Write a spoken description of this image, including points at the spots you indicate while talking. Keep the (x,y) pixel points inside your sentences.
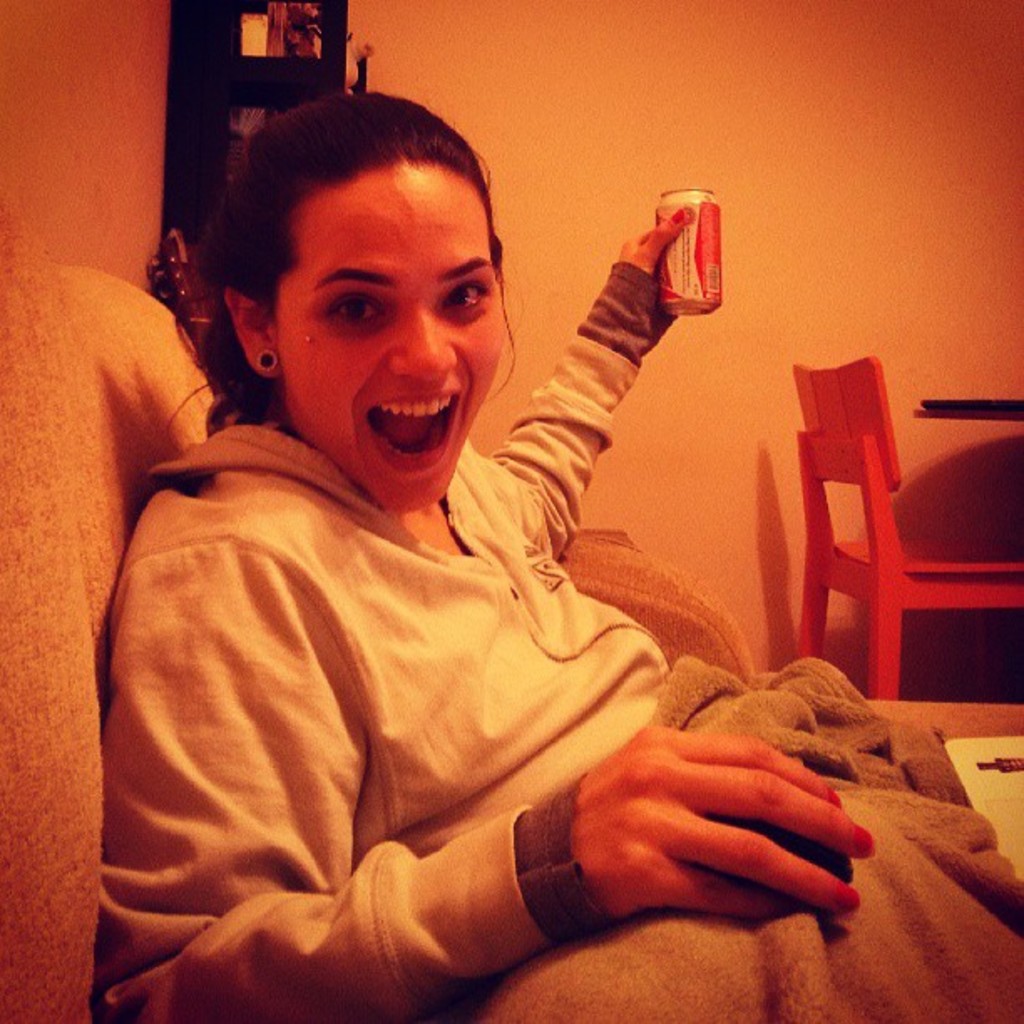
This picture shows a woman (155,702) seated with a smile on her face (475,378) and we see a tin (718,264) in her hand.
